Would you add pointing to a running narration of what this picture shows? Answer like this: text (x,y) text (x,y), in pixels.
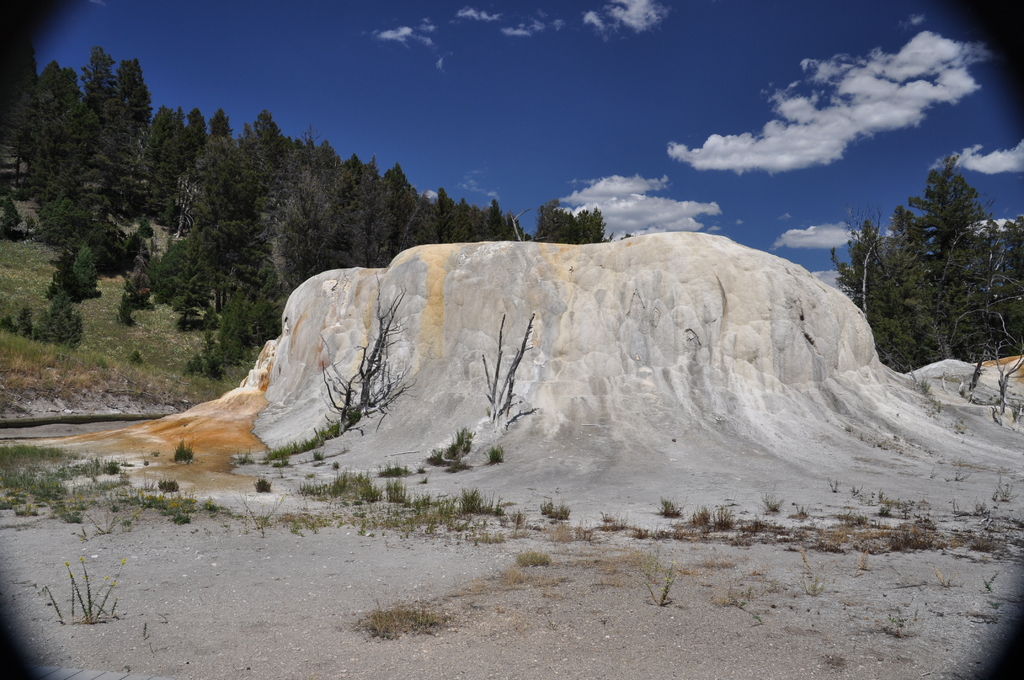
In this image, at the middle (666,295) there is a white color mountain (684,317), we can see some green color trees (136,124), at the top (441,88) there is a blue color sky (375,55) and there are some white color clouds (837,102).
